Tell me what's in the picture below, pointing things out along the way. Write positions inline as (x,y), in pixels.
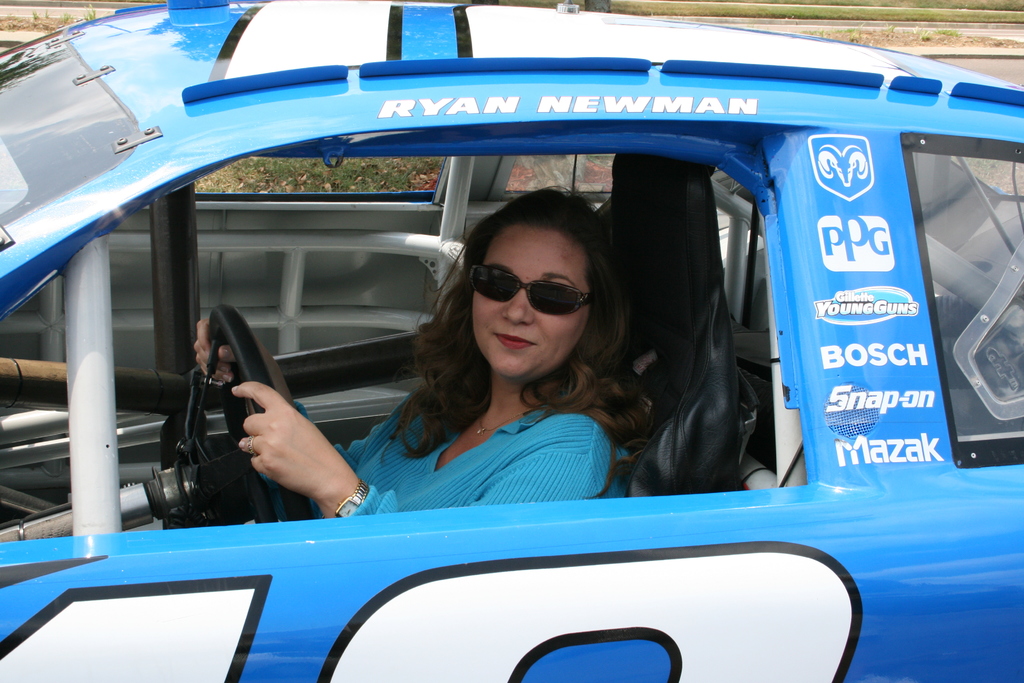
In this picture we can see women (473,398) wore goggles (571,292), watch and smiling and holding steering (225,323) with her hand (254,391) and she is inside the car (319,553).
